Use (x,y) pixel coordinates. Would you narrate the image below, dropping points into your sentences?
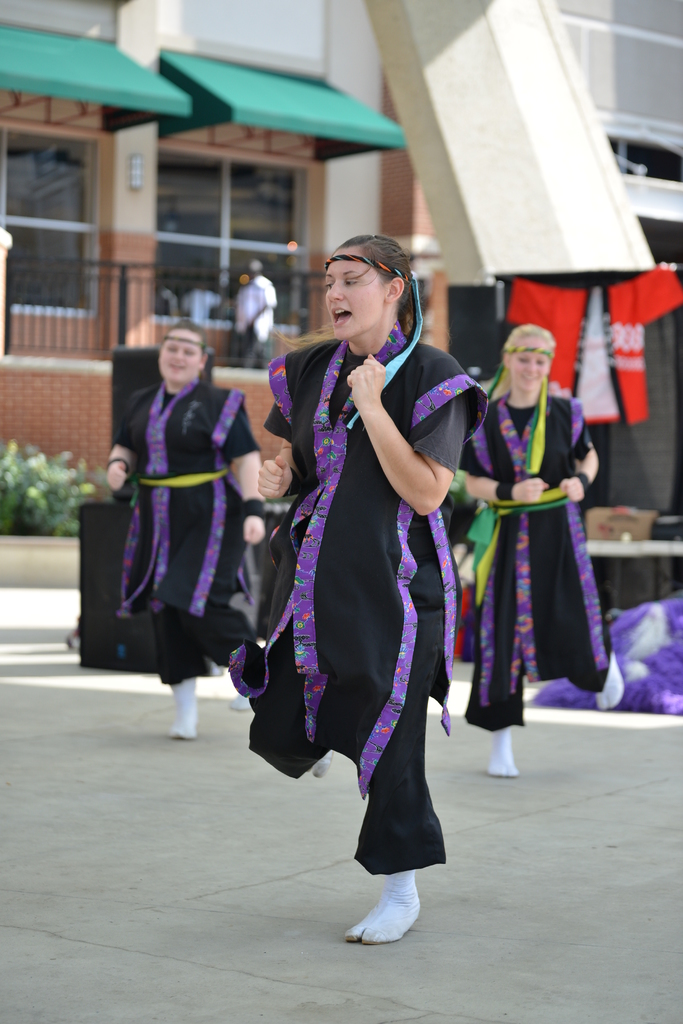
In this picture there is a girl (388,280) who is wearing black dress (354,472). Behind her we can see two women (549,450) are wearing same dress (514,510). Three of them are dancing. Here we can see speakers (86,584) near to the stage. In the background (242,306) we can see two persons (254,308) standing near to the fencing (296,288). Here we can see window (205,195) on the wall (337,194). There is a building (469,185). Here we can see plant (24,473) near to the brick wall (58,386).
